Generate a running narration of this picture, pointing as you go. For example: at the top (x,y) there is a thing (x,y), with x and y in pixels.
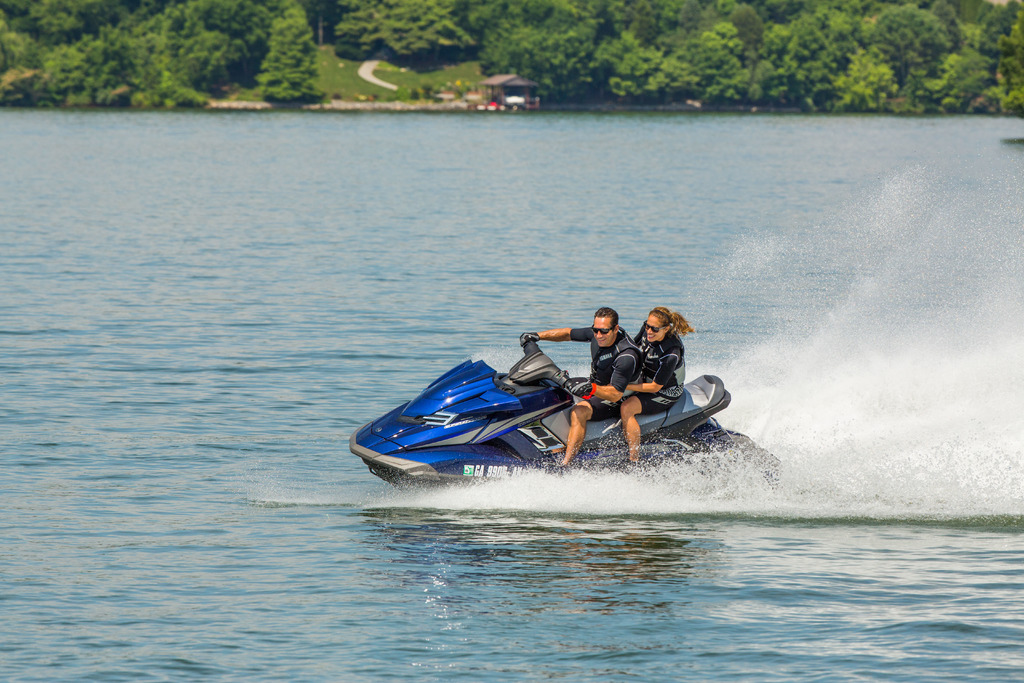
Here a couple (601,397) is taking ride on a water bike (560,445), here there is water (459,495), these are trees (535,62).
